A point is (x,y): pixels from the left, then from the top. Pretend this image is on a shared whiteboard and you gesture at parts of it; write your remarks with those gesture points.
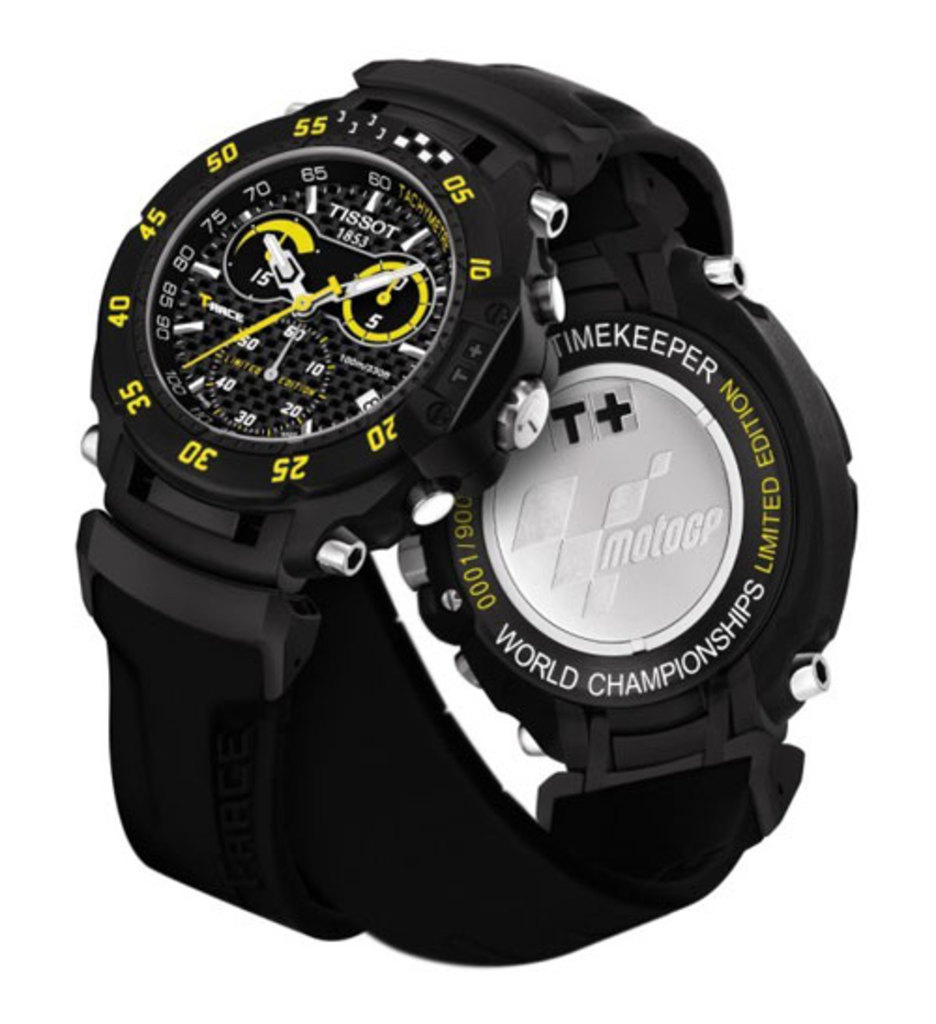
There is a black color watch (548,351) having yellow color numbers (187,448) on the surface (204,447) of the border (357,441). And the background (92,150) is white in color.
